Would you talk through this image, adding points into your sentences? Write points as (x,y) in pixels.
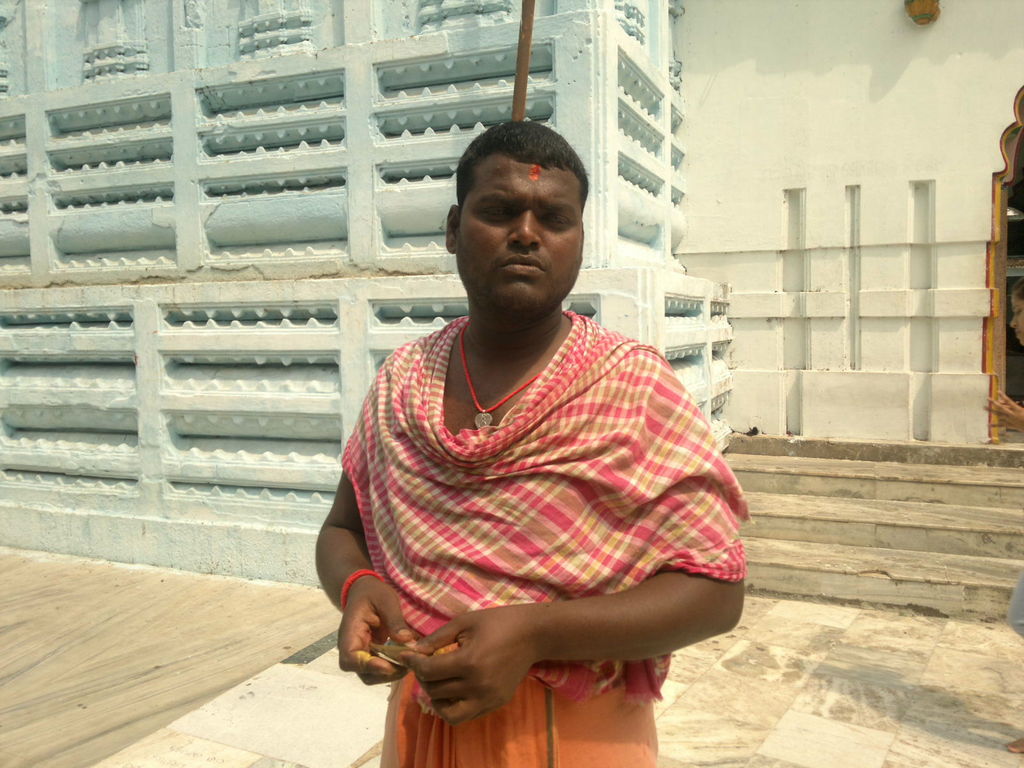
In this image we can see a person (353,439). In the background of the image (417,157) there is a wall (417,157), steps (952,458) and other objects (1014,165). On the left side of the image (145,637) there is a floor (120,661). On the right side of the image (809,659) there is a floor (919,669) and it looks like a person (1023,430).
